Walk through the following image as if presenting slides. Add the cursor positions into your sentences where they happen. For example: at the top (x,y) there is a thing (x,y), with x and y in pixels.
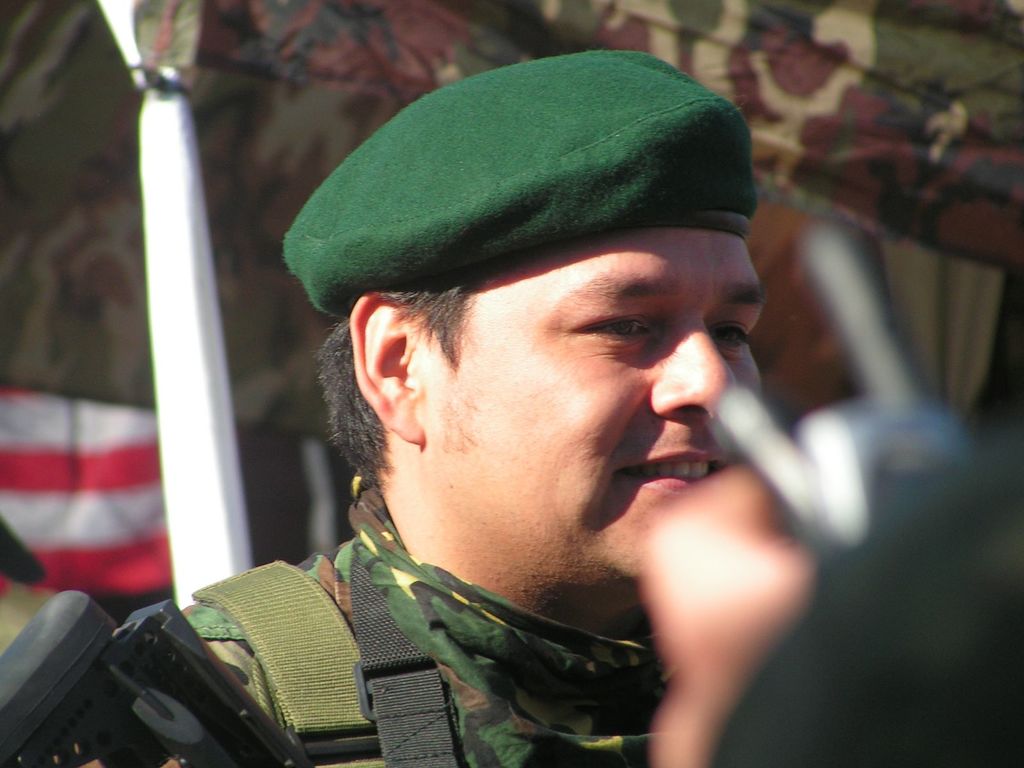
There is a person (446,644) wearing green cap (482,157) and there is a mobile phone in the right corner (860,450).
